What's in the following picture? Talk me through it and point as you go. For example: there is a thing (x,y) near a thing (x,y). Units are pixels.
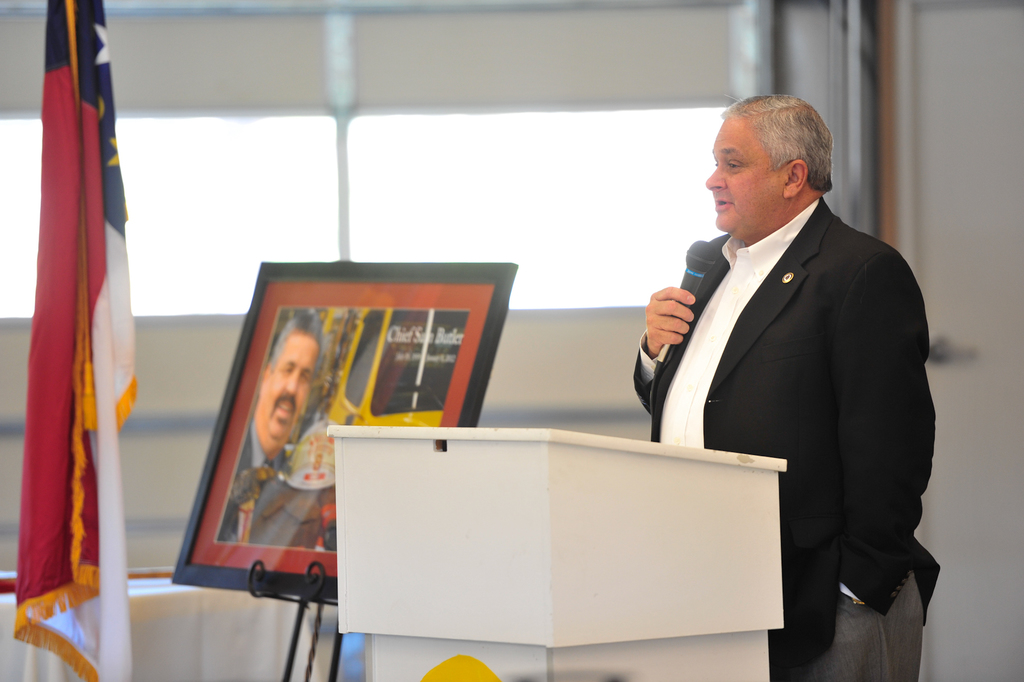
In this picture I can see a man (703,327) on the right side (745,400), he is speaking in the microphone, in the middle (457,290) there is a photo frame (373,349), podium (579,540). On the left side (122,368) I can see the cloth (96,497).
